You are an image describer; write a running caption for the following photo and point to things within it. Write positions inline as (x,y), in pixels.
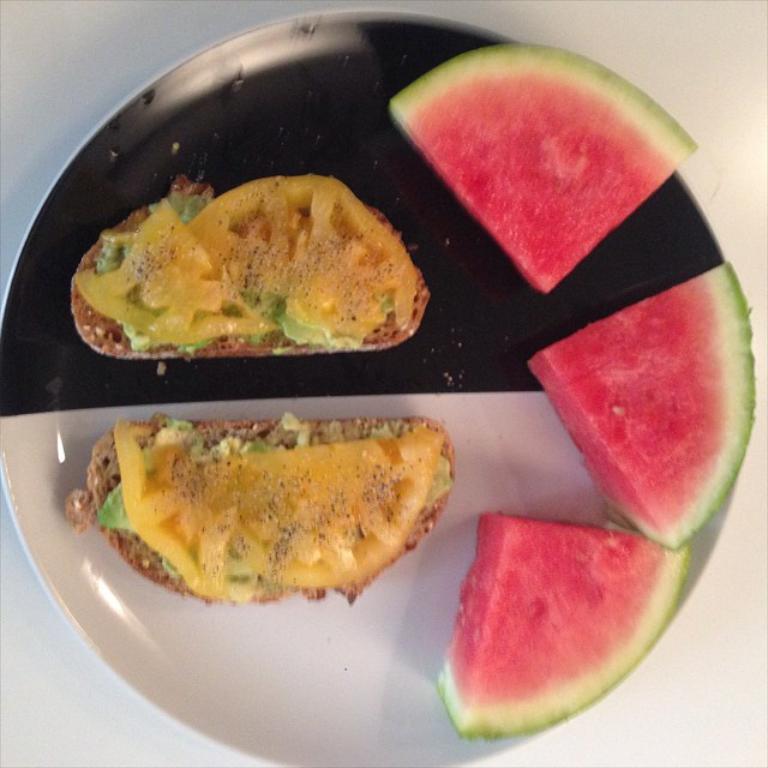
In the image in the center (478,360) we can see one plate (414,574). In the plate (548,307), we can see watermelon slices (602,381) and some food items (306,350).
